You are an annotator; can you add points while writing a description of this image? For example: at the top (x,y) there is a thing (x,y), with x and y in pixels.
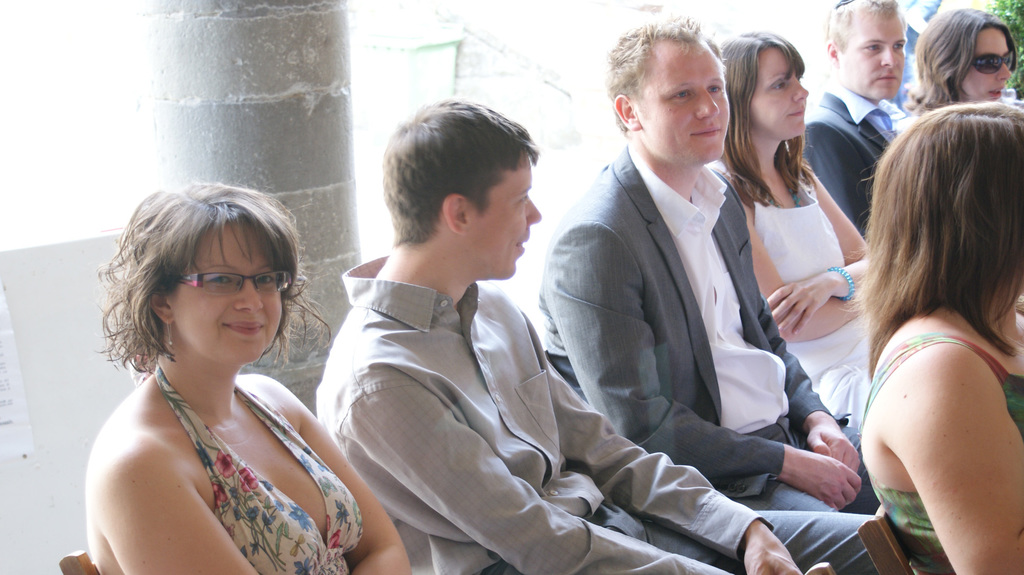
This picture seems to be clicked outside. On the right (780,289) we can see the group of women (779,292) sitting on the chairs (883,536) and we can see a person (532,508) wearing shirt (502,485) and sitting on the chair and we can see the two persons (867,152) wearing blazers (640,256) and sitting. In the background (257,45) we can see the pillar (274,31), green leaves (1013,17) and some other objects (53,554).
